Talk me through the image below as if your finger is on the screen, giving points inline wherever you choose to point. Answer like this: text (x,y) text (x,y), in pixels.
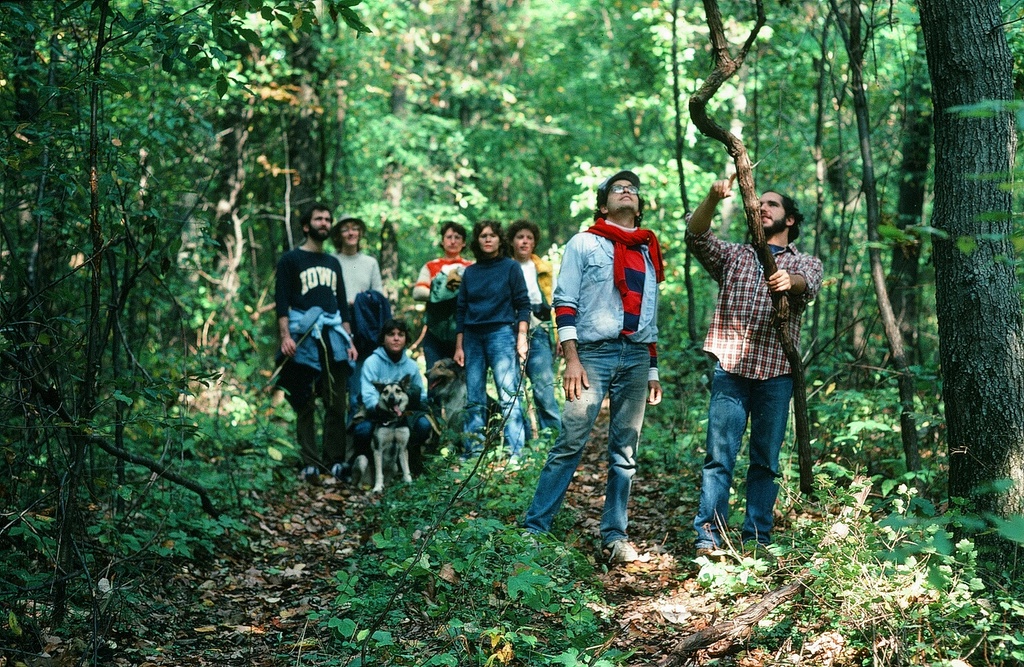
In this image I can see the group of people (518,343) are on the ground (310,591). These people (636,355) are wearing the different color dresses (760,293) and I can see the dog (382,457) in-front of these people (480,381). I can see one person (746,279) is holding the branch (769,278) of the tree (779,330). In the back (474,214) there are many trees (473,150).
